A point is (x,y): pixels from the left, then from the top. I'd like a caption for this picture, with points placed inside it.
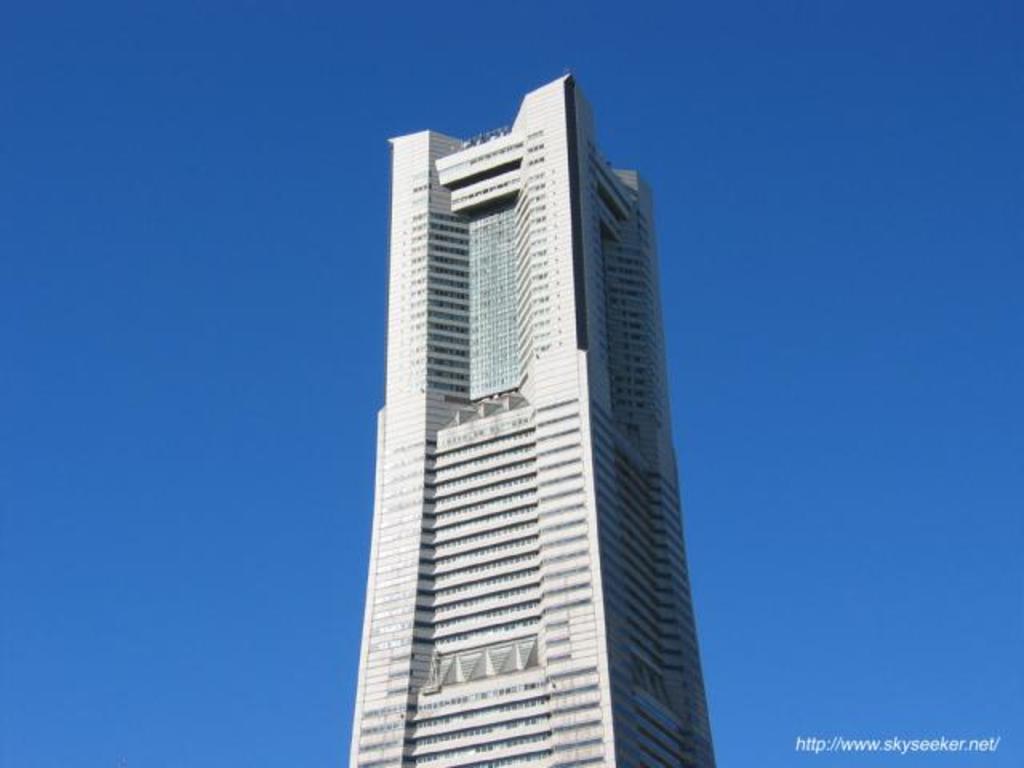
In this image, we can see a building (474,349) and there is a blue color sky (228,684).
